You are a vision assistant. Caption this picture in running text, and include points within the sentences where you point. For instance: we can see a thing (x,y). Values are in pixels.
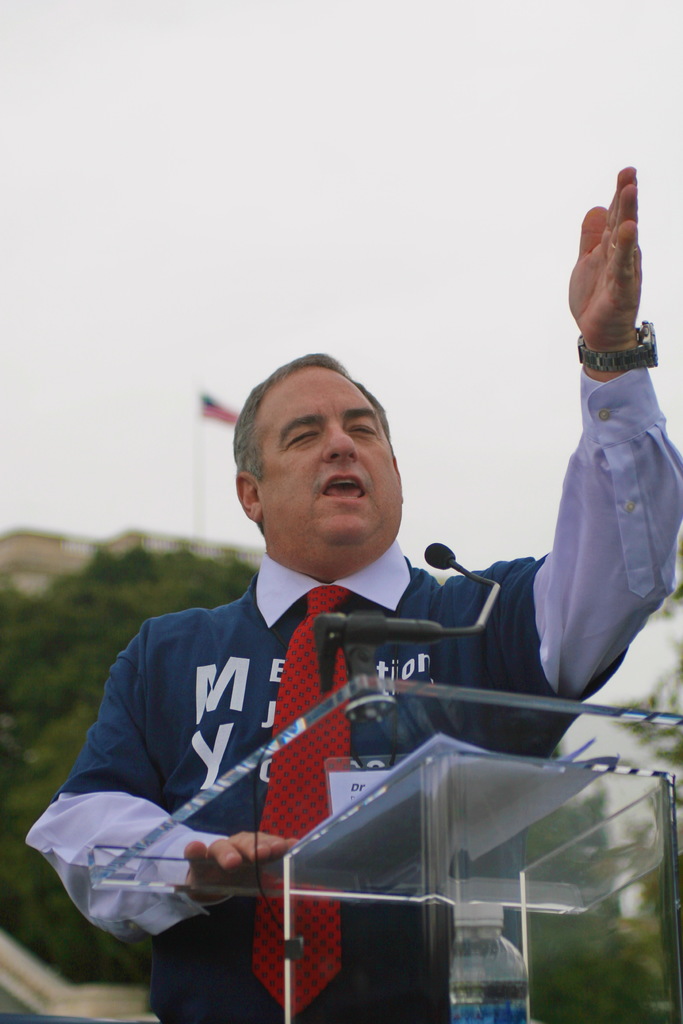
In the center of the image (289,524) we can see one person (204,758) is standing. In front of him, there is a glass stand (539,835), one water bottle (485,911), papers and one microphone (371,706). In the background (413,483) we can see the sky (201,368), clouds (187,515), trees (157,590), one building (51,566), one flag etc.
